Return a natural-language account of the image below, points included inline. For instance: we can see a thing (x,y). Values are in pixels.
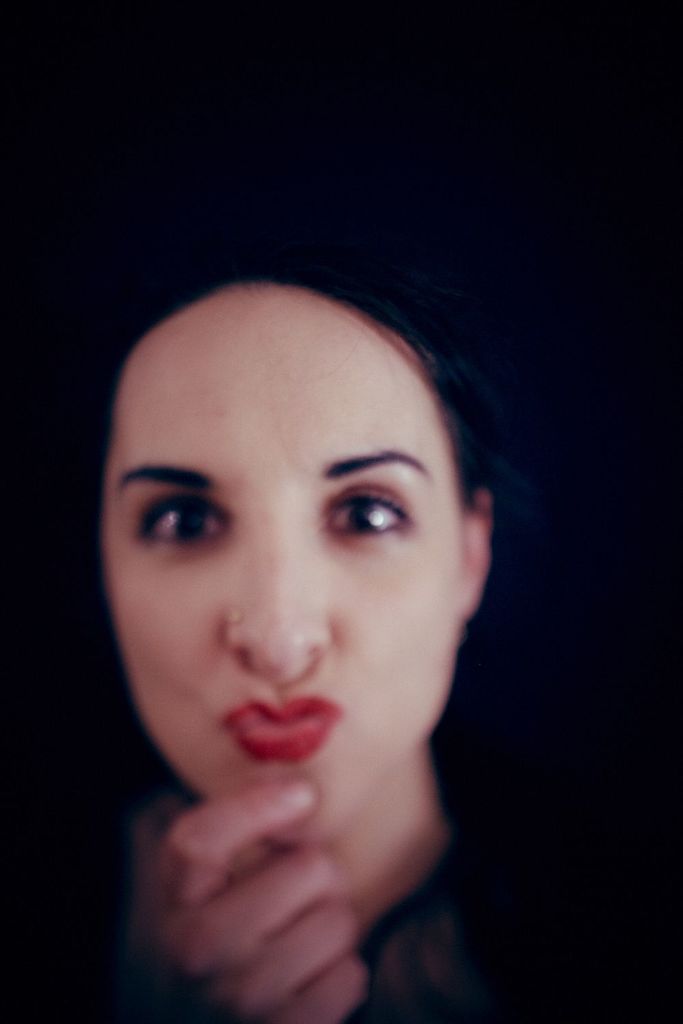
In this image I can see a woman (257,581). The background of the image (437,181) is dark.
